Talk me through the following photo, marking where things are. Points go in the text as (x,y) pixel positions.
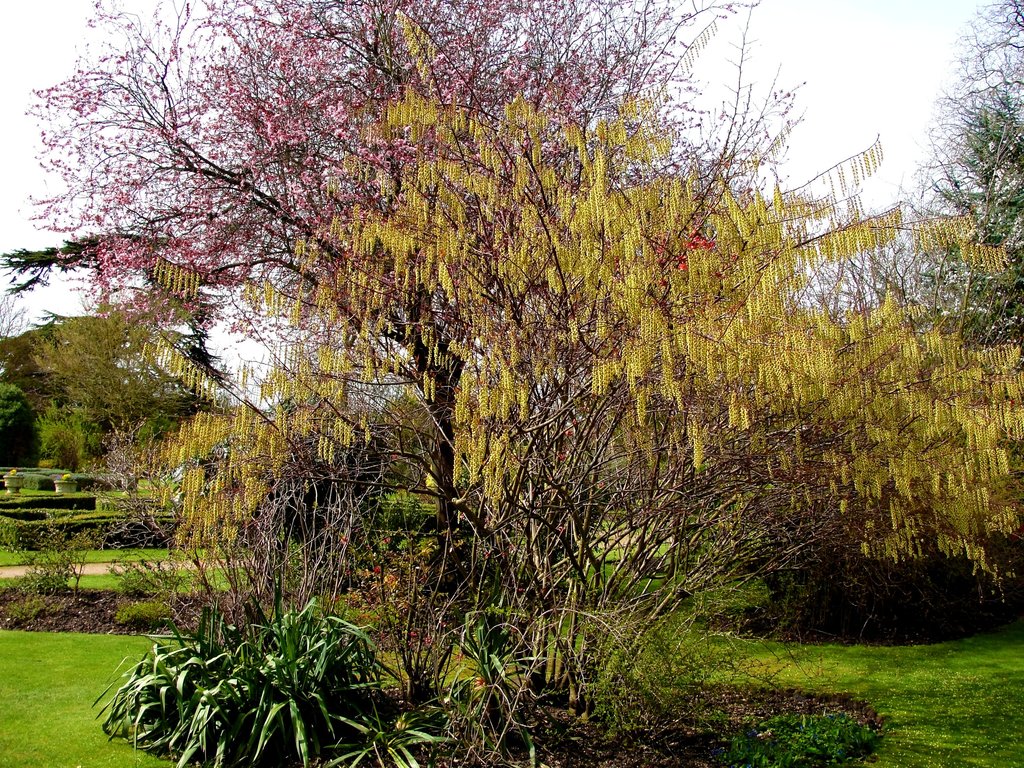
In the picture I can see trees (451,539), plants (429,599) and grass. In the background (710,72) I can see the sky (710,72).
